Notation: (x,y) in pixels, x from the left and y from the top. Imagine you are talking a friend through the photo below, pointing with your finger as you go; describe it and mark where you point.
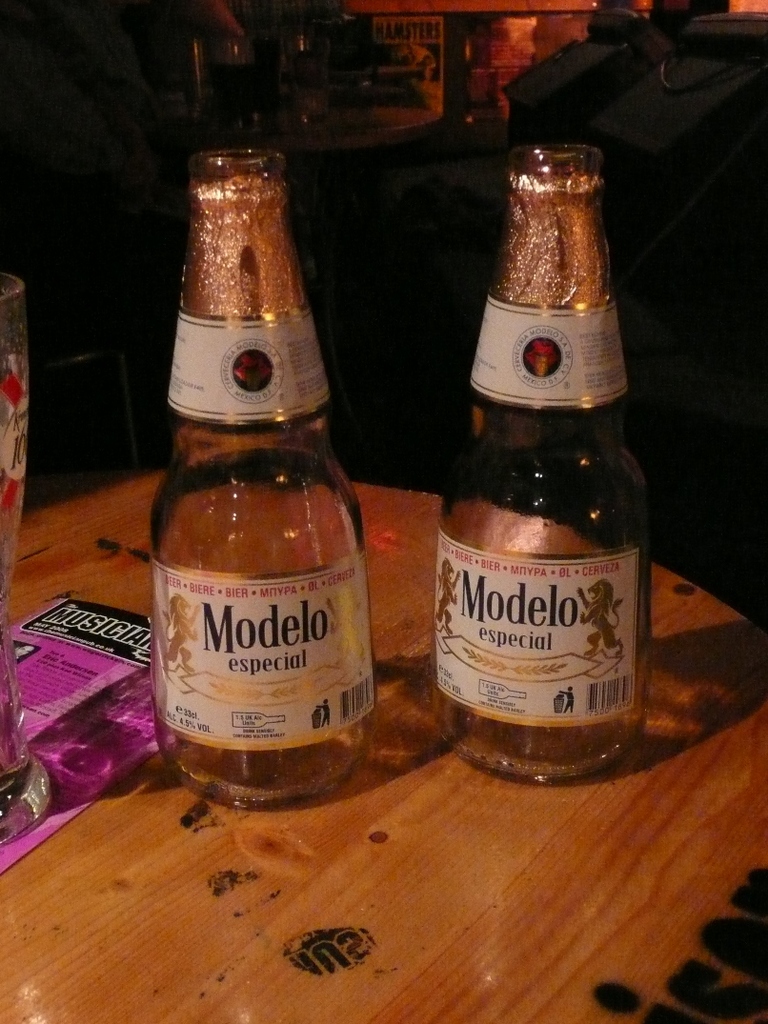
In this image we can see two bottles (316,466) on top of the table (656,601). In the background (238,91) we can see glasses (256,72).
